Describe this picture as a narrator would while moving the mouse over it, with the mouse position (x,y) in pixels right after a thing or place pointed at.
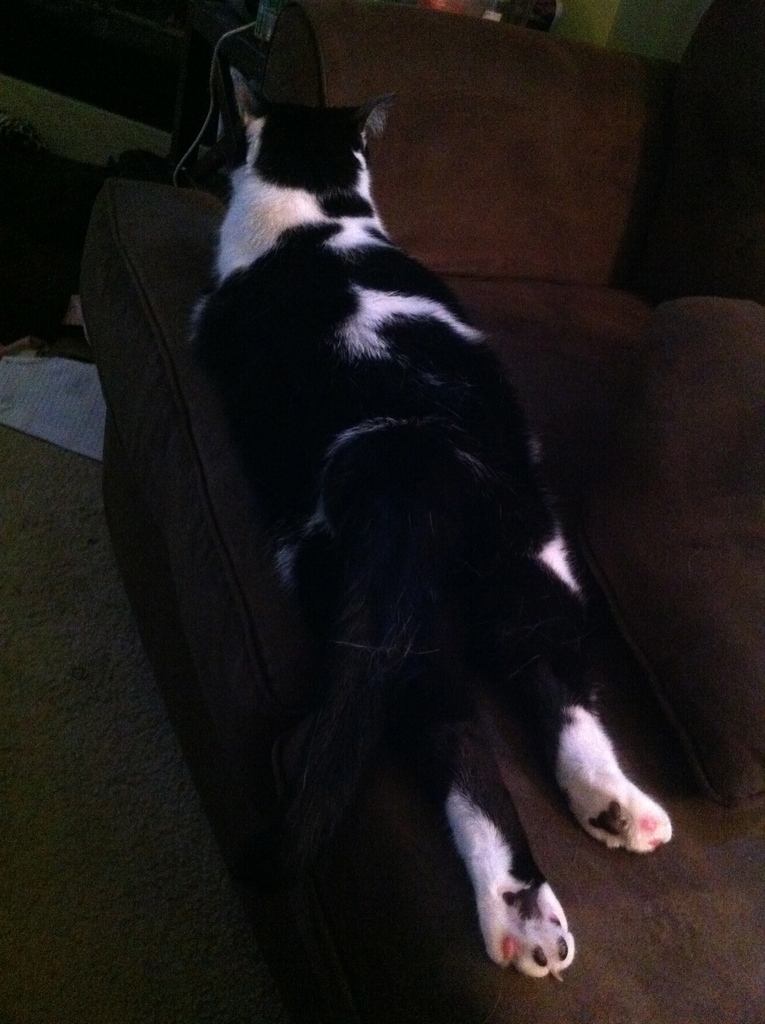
In this image there is a cat (457,502) laying on the couch (135,490) and there is an object (62,400) which is white in colour which is on the ground (70,344). In the background (158,73) there are objects (198,64) which are visible.
